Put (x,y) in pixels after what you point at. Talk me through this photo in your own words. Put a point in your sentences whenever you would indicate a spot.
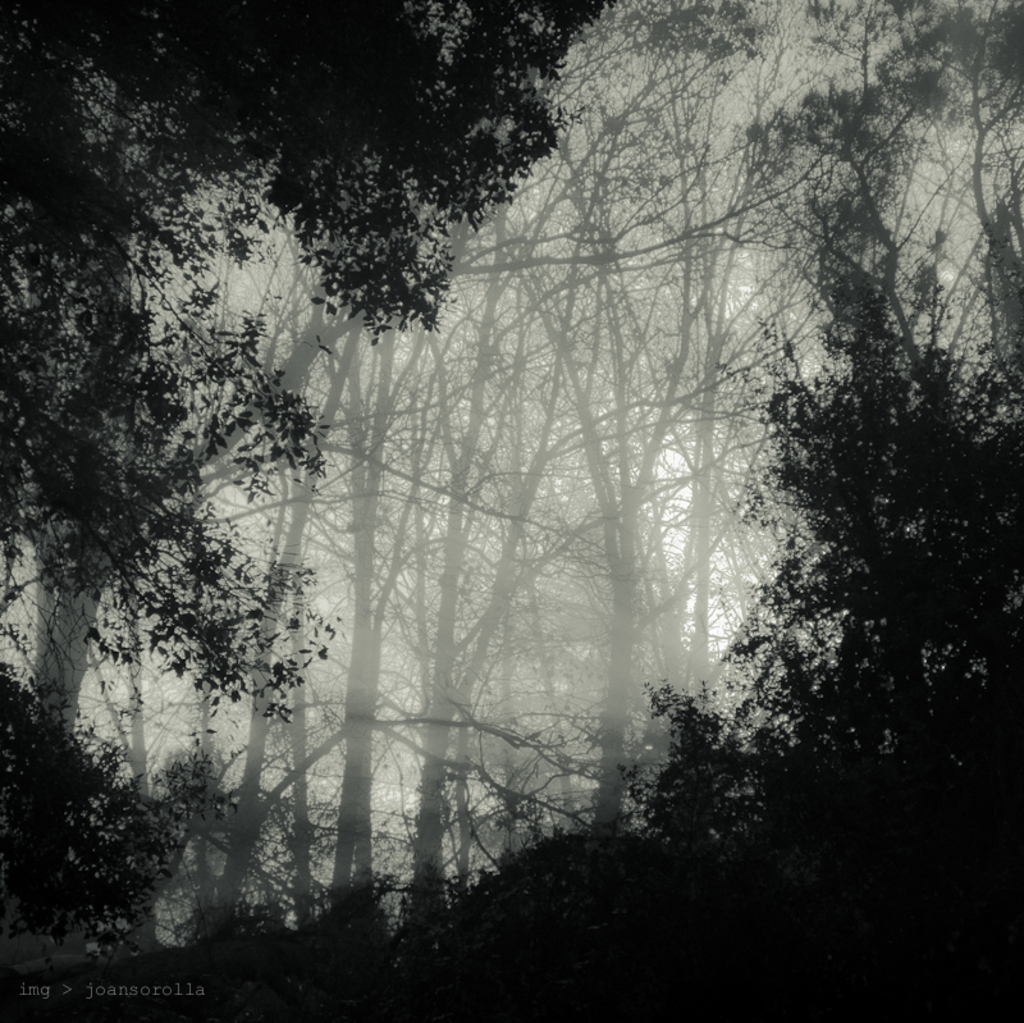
In this image we can see many trees (483,72) are surrounded, and in the background (752,575) we can see white.
